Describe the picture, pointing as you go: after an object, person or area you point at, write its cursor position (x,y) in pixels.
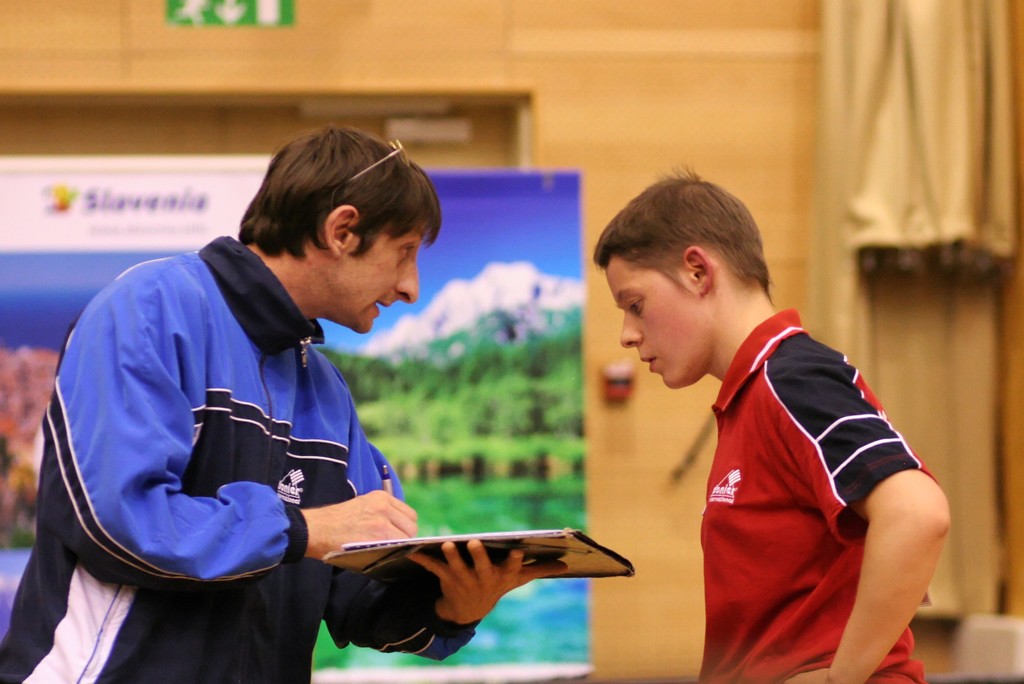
In this image in the foreground (349,430) there is person (346,469) holding a pad (394,548), there is a boy (759,357) visible in front of him, behind them there is the wall (541,159), in front of the wall (547,146) there is the board (489,310) and a curtain (879,156) visible on the right side (916,180).
